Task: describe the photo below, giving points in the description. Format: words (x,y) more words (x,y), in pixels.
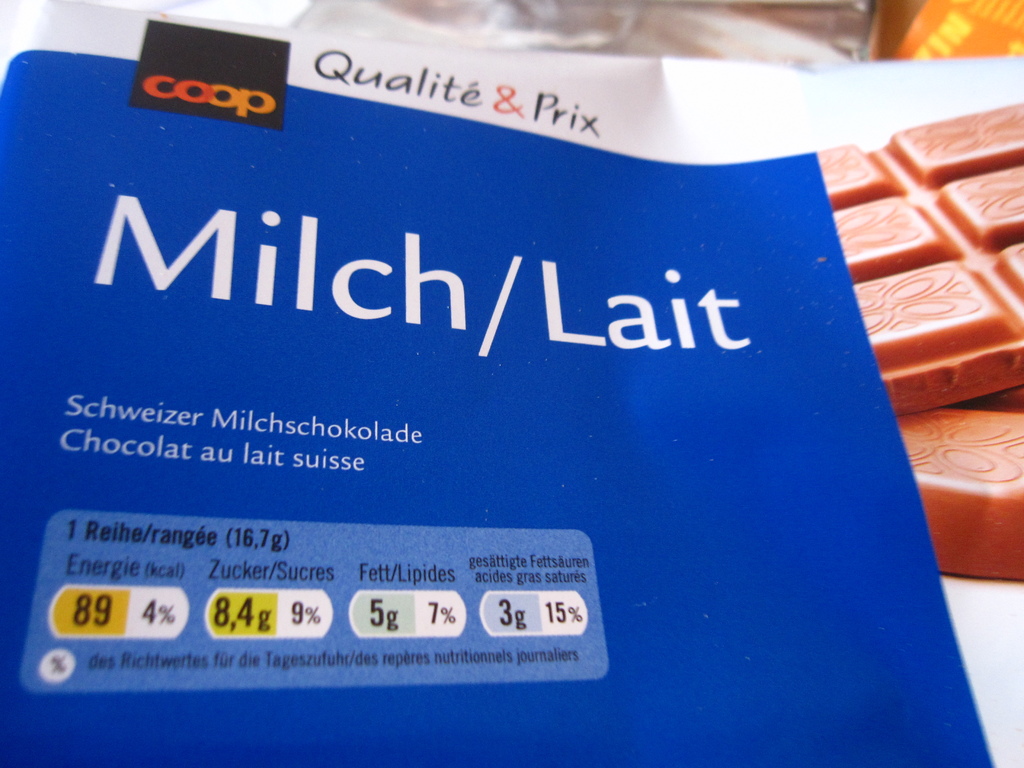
In this image we can see a picture of chocolates (1003,513) on the package (1003,661), some objects (980,23) in the background (998,15), one white strip (627,90) with text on the package (795,207), one blue package (612,213) with text (77,545) and numbers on the table (282,11).
